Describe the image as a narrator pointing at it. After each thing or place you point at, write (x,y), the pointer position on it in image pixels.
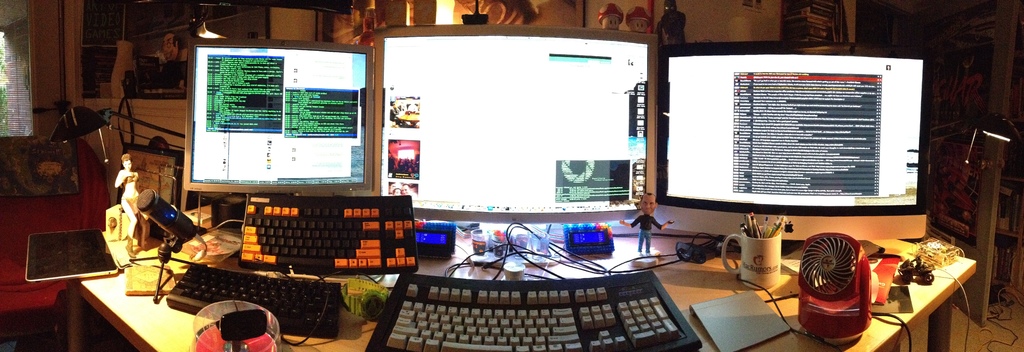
In this picture I can see monitors (442,218), keyboards (512,317), toys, pens (747,227) in a cup (765,248), table fan (814,251), books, watch (243,311), a mike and some other items (85,260) on the table (561,271), and in the background (676,11) there are toys (676,11), books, chair (94,210), lamp (216,36), window shutter (14,53) and some other items (935,180).
